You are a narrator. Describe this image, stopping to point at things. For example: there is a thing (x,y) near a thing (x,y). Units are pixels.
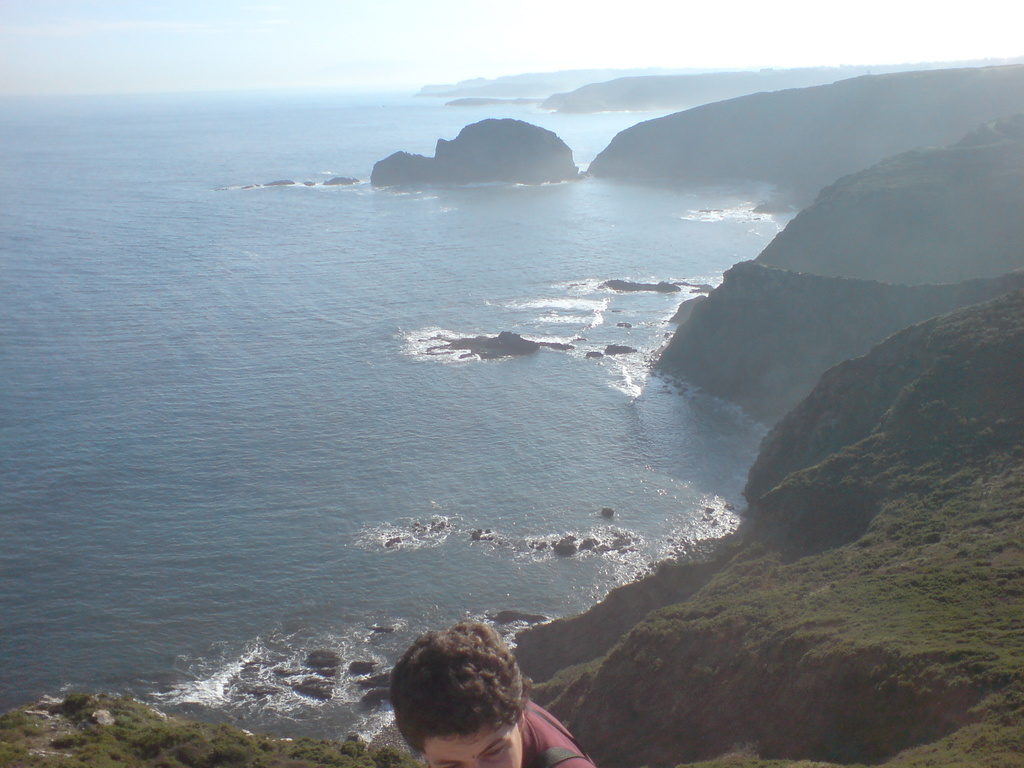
In this image I can see the person (434,735) wearing the maroon color dress (541,748). The person (541,738) is on the rock (711,697). To the side of the person (474,744) I can see the water (179,245). In the background (261,82) I can see the sky (292,60).
